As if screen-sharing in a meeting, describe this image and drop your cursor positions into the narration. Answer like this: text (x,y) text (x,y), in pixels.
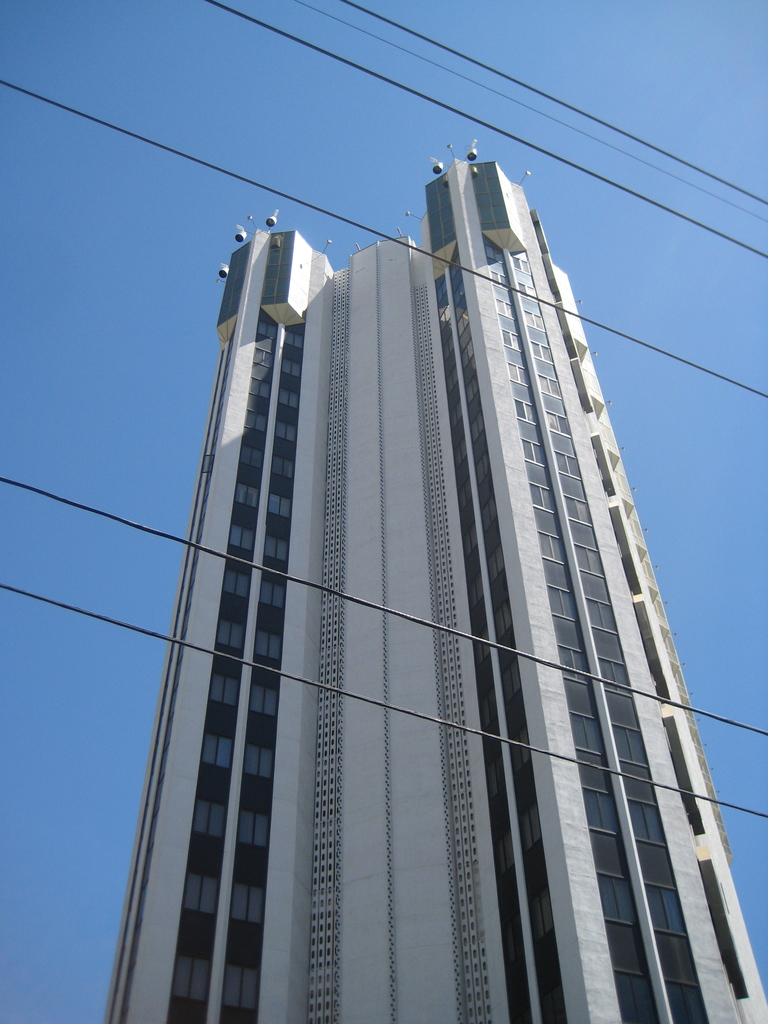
in the center of the image (404,454) there is a building (355,674) and we can see wires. In the background (671,434) there is sky (637,441).
